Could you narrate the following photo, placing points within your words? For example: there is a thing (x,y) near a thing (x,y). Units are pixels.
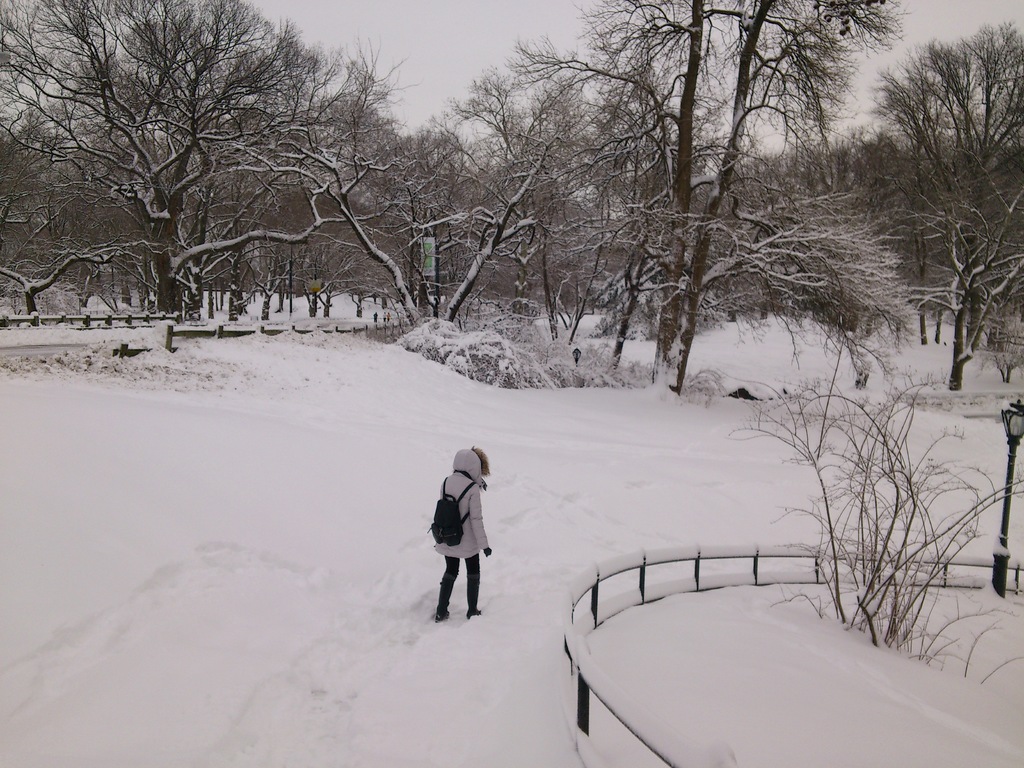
In this image we can see a person (462,526) wearing jacket (473,517) and backpack (462,522) walking on the snow (735,486), there is a fencing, plants (831,518), trees (746,211), light pole (1007,436), also we can see the sky (499,43).
